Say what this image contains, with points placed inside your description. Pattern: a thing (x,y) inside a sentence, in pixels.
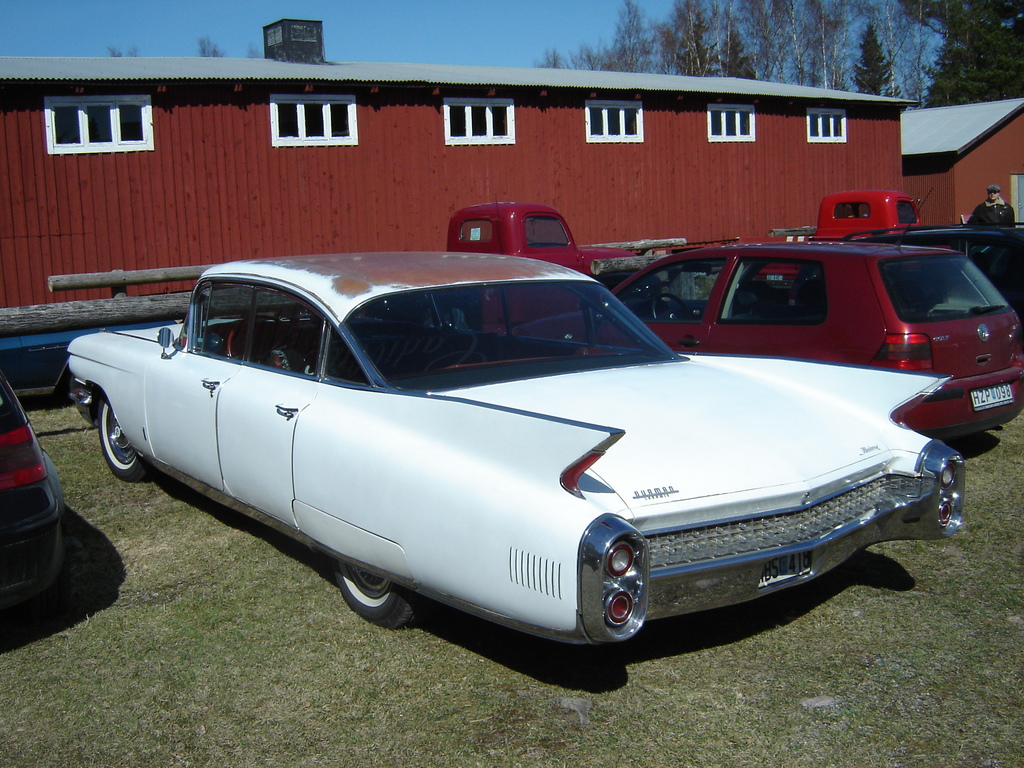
Here there are few vehicles (755,313) parked in front of a building (708,196). In the background (772,52) there are trees (552,58). The sky (485,34) is clear.
